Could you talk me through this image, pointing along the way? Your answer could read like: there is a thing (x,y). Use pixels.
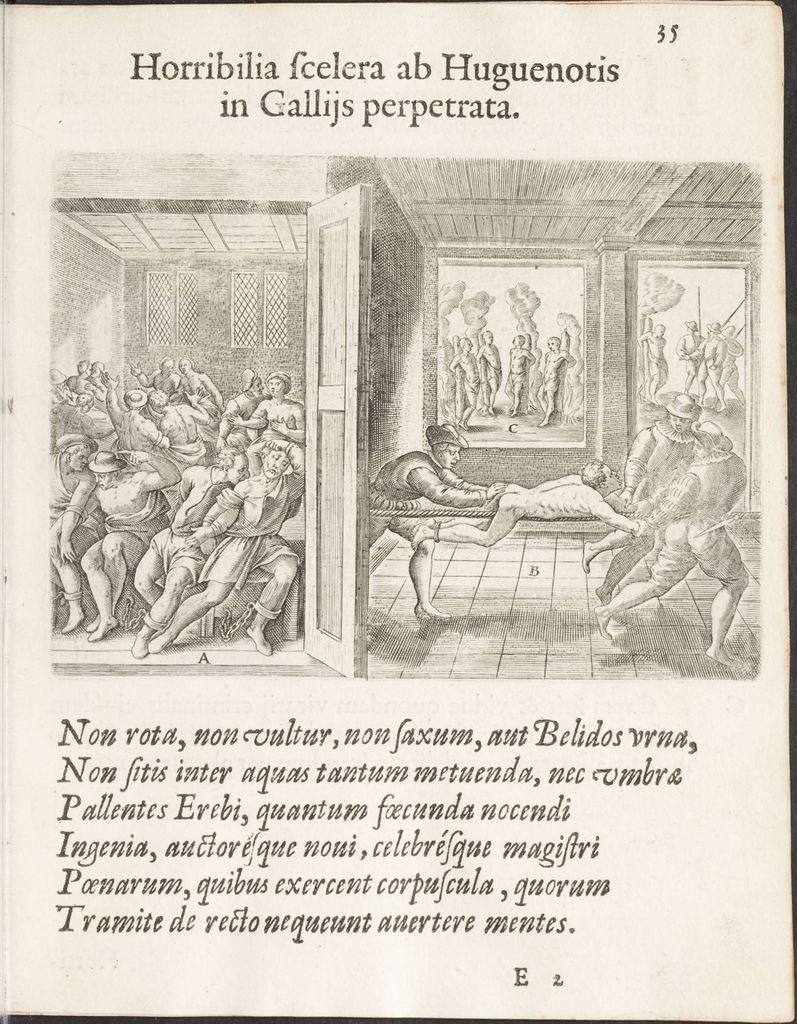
In this image there is a paper (403,509), there are a group of persons (278,546) standing, there is a man (578,492) lying, there is a floor (533,608), there are windows (254,339), there are photo frames (581,361) on the wall (620,334), there is a roof (504,204), there is text (348,857), there is a number (672,32) towards the top of the image (668,39), the background of the image (713,42) is white in color.
